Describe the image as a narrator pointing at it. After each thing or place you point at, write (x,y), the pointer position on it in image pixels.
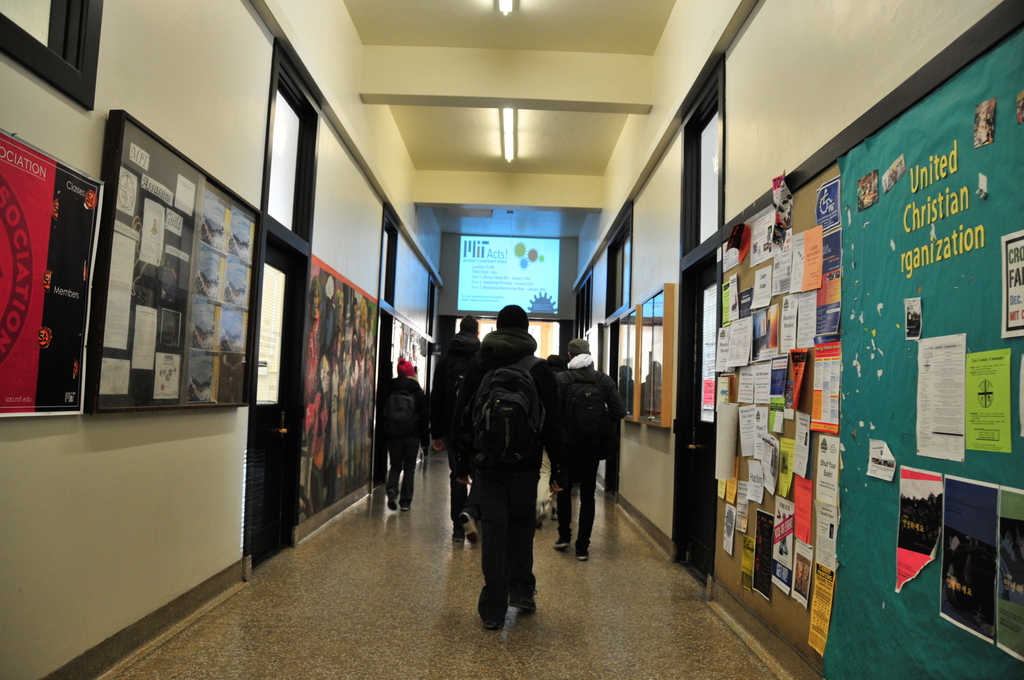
In this image I can see the group of people (482,535) with black color dresses (411,458) and the bags (521,431). On both sides of these people (602,424) I can see the boards (100,386) and the papers (778,399) attached to the wall (438,282). In the background (482,295) I can see the screen (475,283) and the lights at the top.
